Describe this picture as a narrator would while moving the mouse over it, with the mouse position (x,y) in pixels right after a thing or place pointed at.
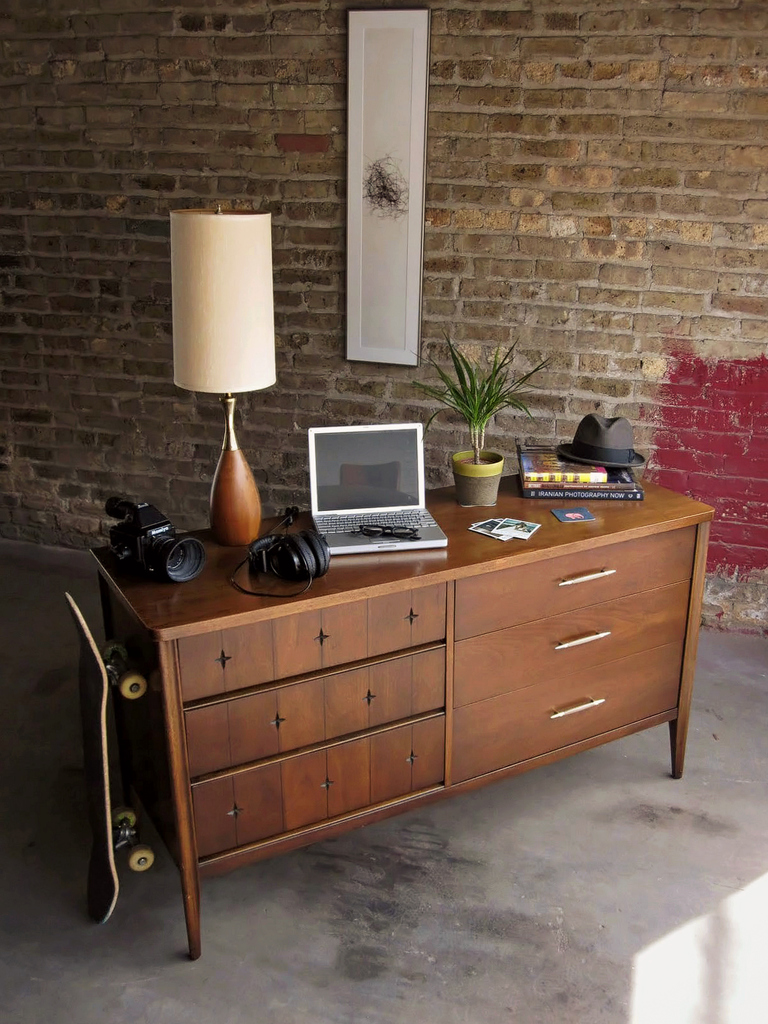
In this image i can see a lamp (215,292), a laptop (349,478), a camera (187,566), a small pot (459,461), a cap (592,423) on a table (574,503) at the back ground (398,93) i can see a frame (407,90) attached to a wall (591,88).
